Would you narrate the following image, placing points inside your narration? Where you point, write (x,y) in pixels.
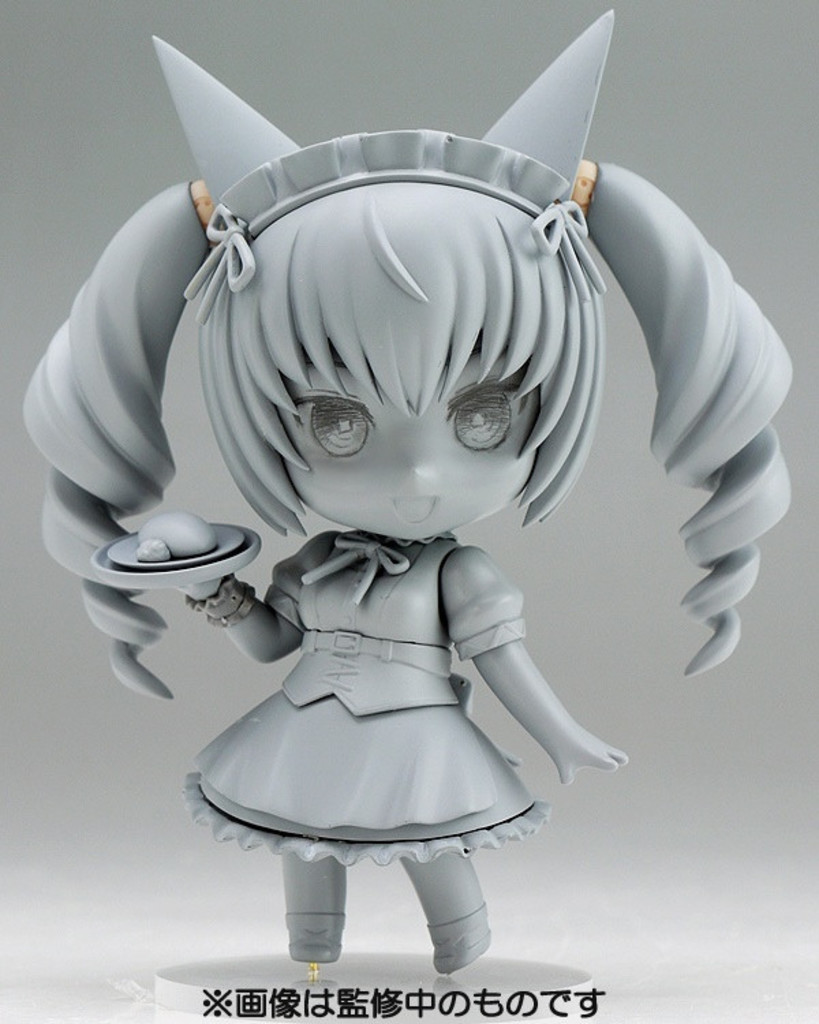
In this image in the middle (463,428) there is a toy (363,782). At the bottom (348,1004) there is a text (391,1004). This is a photograph.
